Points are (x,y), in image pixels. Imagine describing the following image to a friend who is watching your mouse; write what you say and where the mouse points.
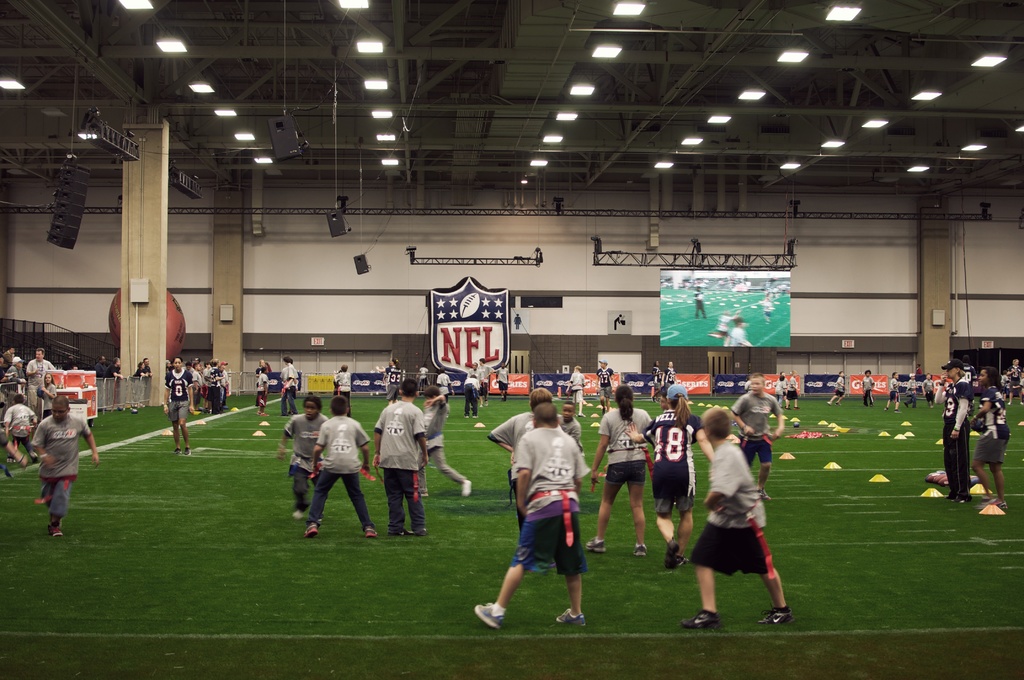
In this picture we can see there are groups of people (32,366) standing and some people (72,448) are walking. Behind the people (667,371) there is a screen (694,319), wall (673,356), badge (460,342), pillars (236,326) and at the top (271,163) there are lights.
